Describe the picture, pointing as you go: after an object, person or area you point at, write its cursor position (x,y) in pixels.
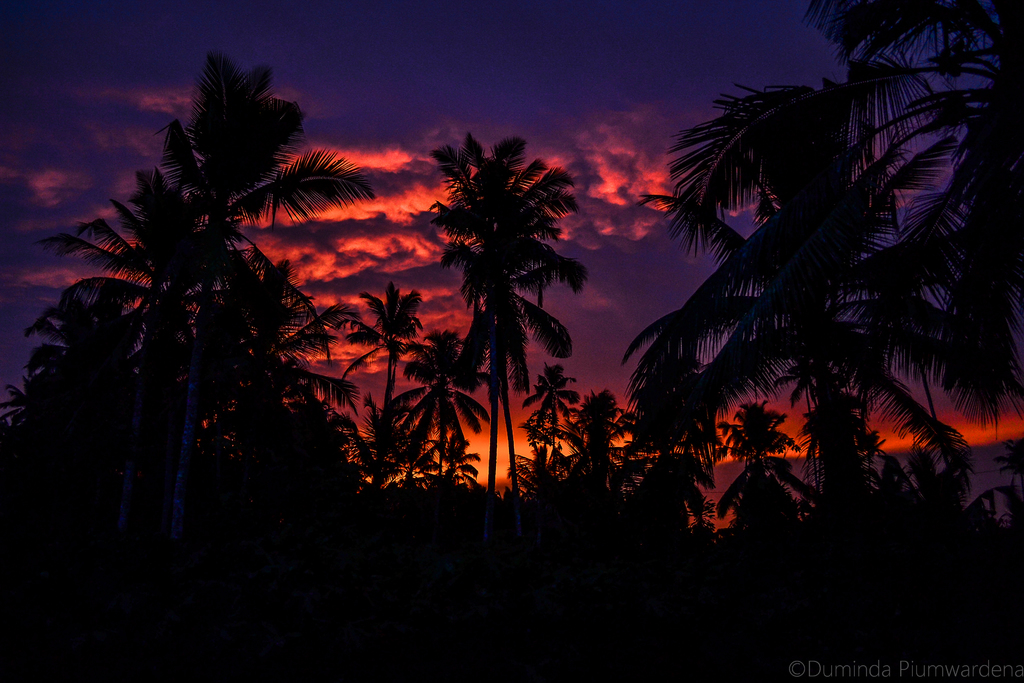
In this image there are trees (318,425), in the background (621,55) there is the sky (593,388), on the bottom right (1006,673) there is some text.
